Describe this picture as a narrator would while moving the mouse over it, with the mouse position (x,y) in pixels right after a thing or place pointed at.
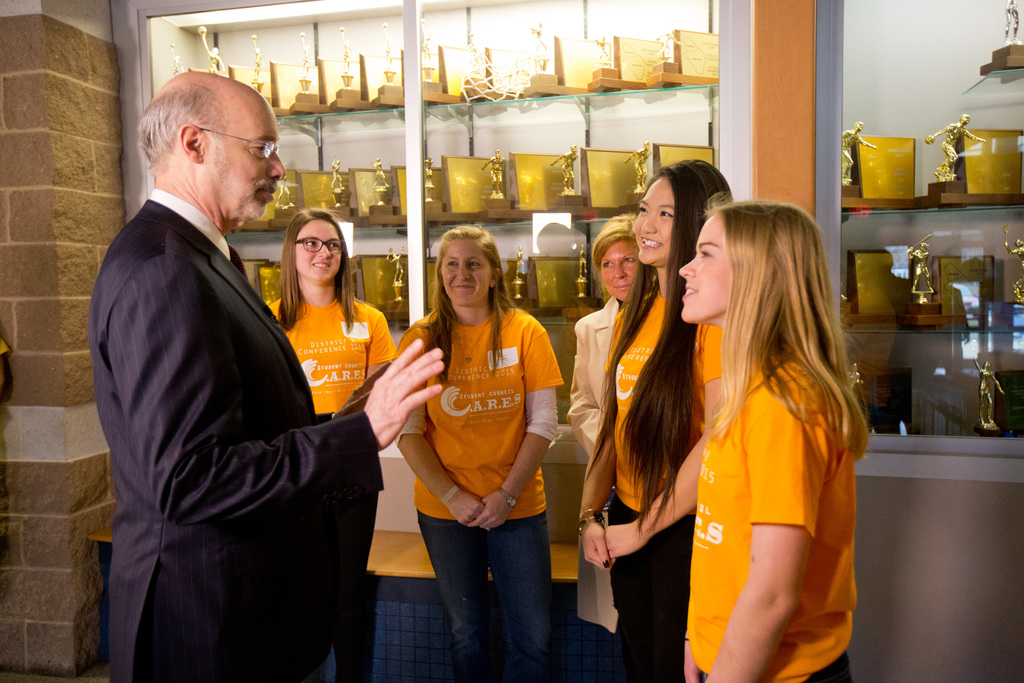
In the center of the image (507,347) we can see a few people (332,478) are standing and they are smiling. Among them, we can see four persons (612,413) are wearing yellow t-shirts (474,441). In the background (111,103) there is a wall (45,75), glass (935,217), racks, awards (1000,181) and a few other objects (553,550).
